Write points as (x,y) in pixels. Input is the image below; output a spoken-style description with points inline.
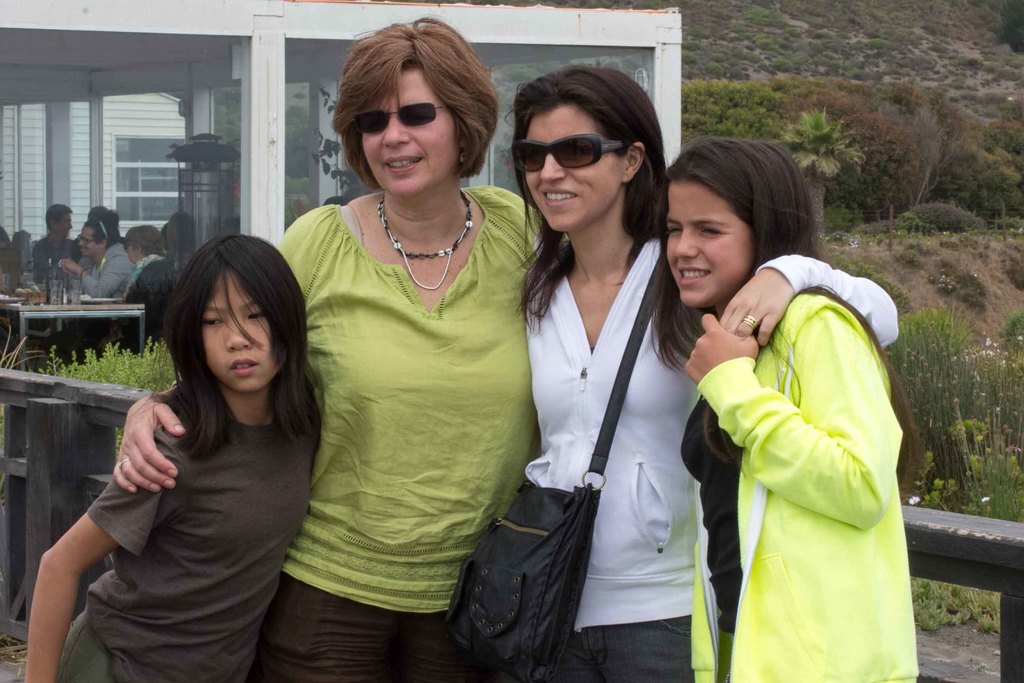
In this image we can see two women (426,278) with two girls (740,464). In the background (842,77) we can see the hill (927,42), trees (885,106), plants (964,389) and also the grass (947,613). There is also a fence (93,457). We can also see the house (321,14) and inside the house (324,28) we can see a few people (61,255) sitting in front of the dining table (12,308). On the table (67,308) we can see the glasses (59,301).
